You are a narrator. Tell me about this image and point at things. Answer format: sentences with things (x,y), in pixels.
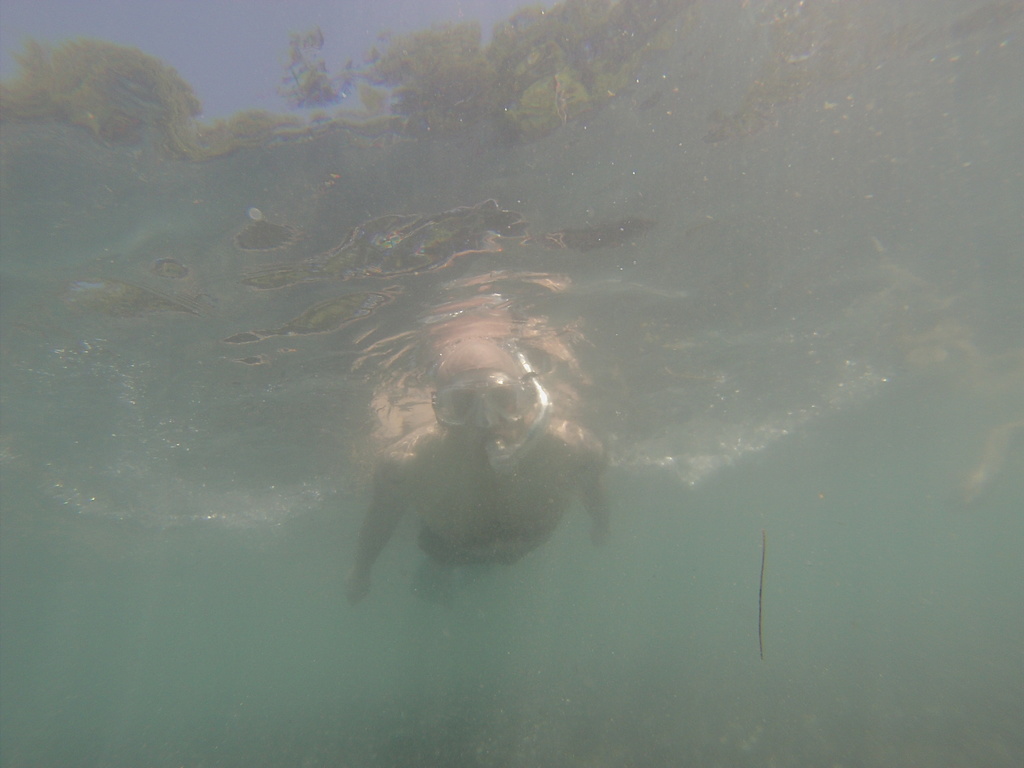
In this image I see a person (515,434) who is in the water (744,481) and I see a thing (760,612) over here.
